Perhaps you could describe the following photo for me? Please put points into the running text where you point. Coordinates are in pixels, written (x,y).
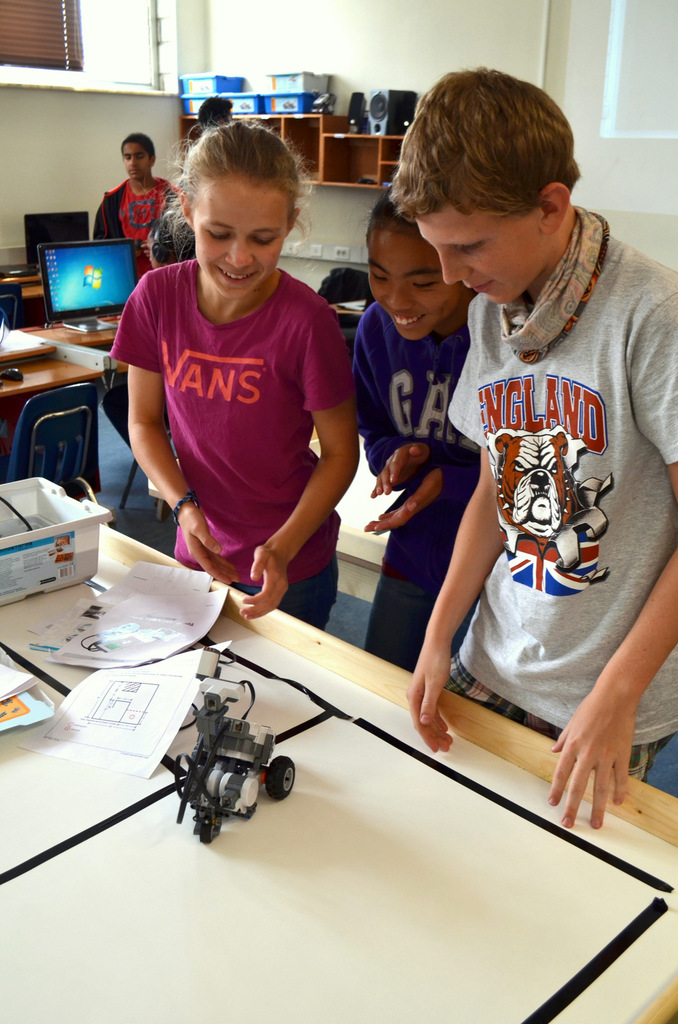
This picture shows two girls (324,510) and one boy (648,411) standing and playing with a toy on the table (368,893) and we see a monitor (113,295) and a boy (144,157) sitting.
